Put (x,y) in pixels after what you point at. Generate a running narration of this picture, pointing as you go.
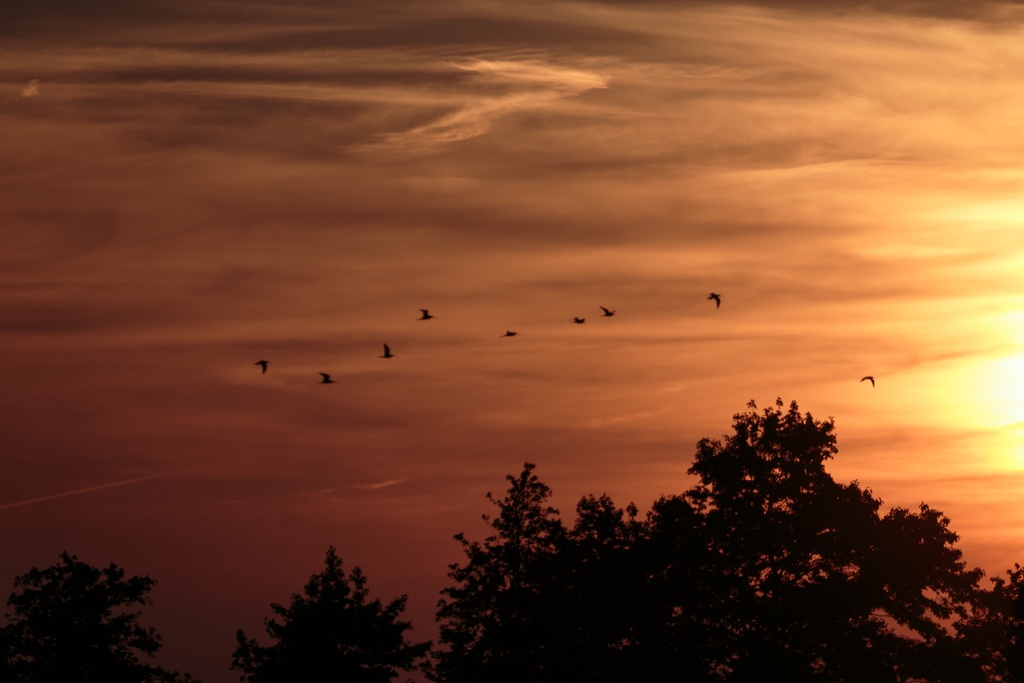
In this image, we can see some trees (686,558), there are some birds (866,382) flying in the air (289,445), we can see the sky (436,469).
